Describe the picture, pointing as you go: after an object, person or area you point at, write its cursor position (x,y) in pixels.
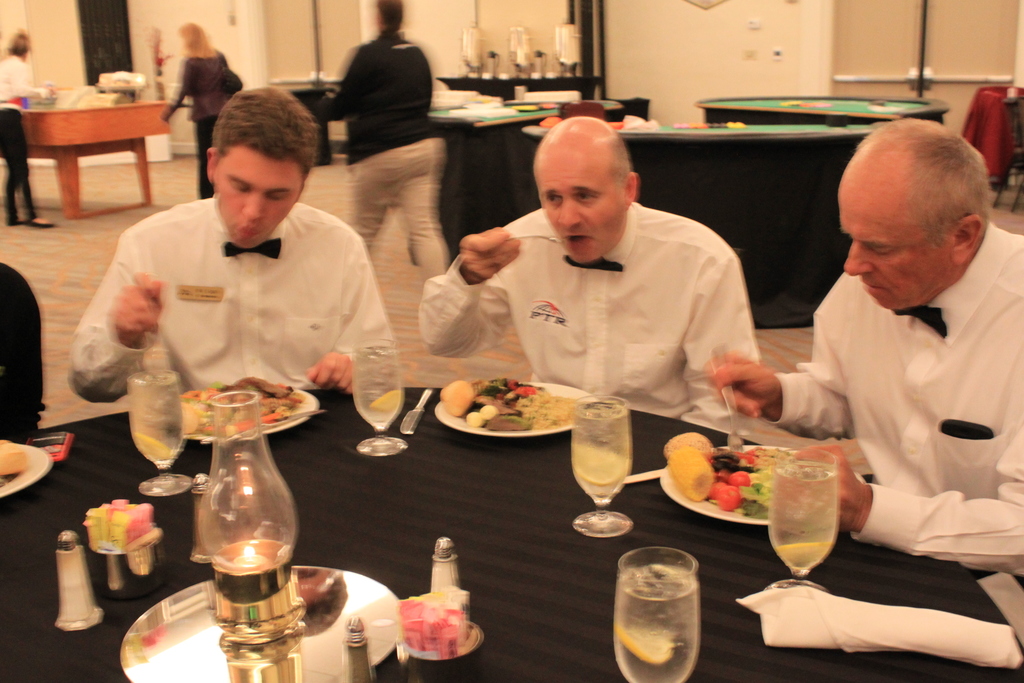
In the image there are three men (644,279) sat around the dining table (334,518), there are food (512,397) wine glasses (600,452) on it and this picture seems to be inside a restaurant (747,635), In the background (387,171) there are two woman (194,121) and a man (353,136) walking.
